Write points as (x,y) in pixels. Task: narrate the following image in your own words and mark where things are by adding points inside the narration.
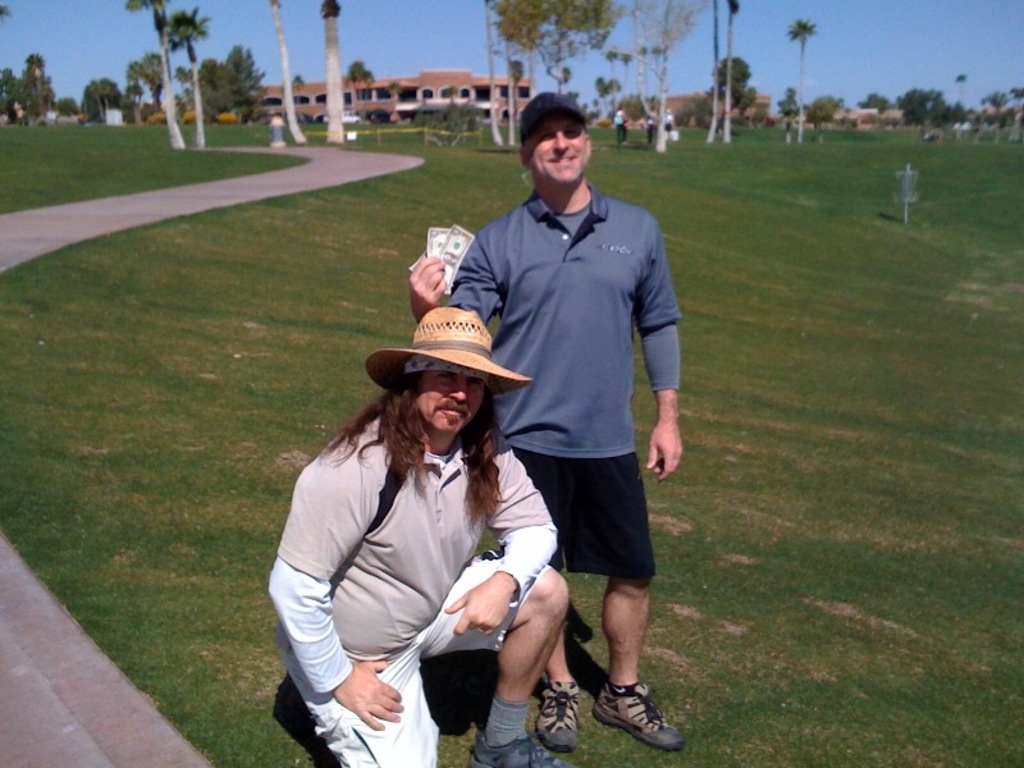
In this picture I can see couple of men (549,468). A man (582,201) wore cap (532,125) on his head (584,139) and another man (328,480) wore hat (395,377) on his head (449,352) and I can see a man (422,281) holding dollars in his hand (420,285) and I can see buildings (678,106), trees (712,98) and a blue sky (57,16) and I can see grass (823,254) on the ground (949,248).
